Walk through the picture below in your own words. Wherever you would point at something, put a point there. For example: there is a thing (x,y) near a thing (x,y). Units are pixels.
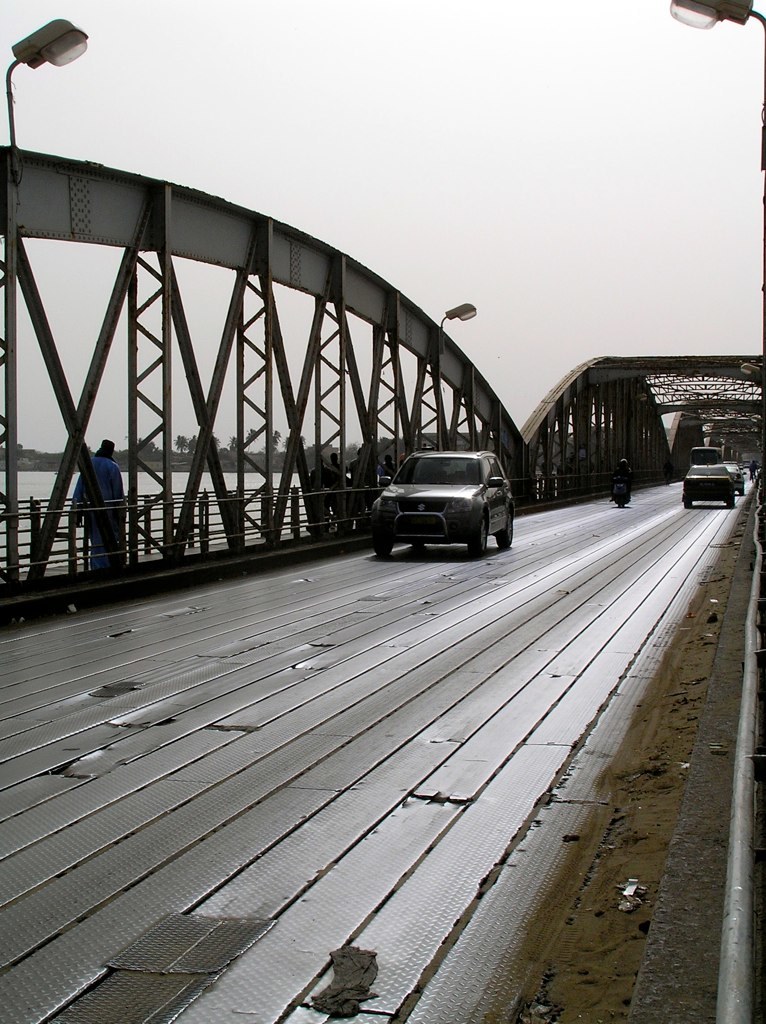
In this image, we can see bridge (240,773) and in the center of the image (495,502), there are vehicles (487,515) on the road (614,588) and at the top (64,48), there are lights (70,57).
